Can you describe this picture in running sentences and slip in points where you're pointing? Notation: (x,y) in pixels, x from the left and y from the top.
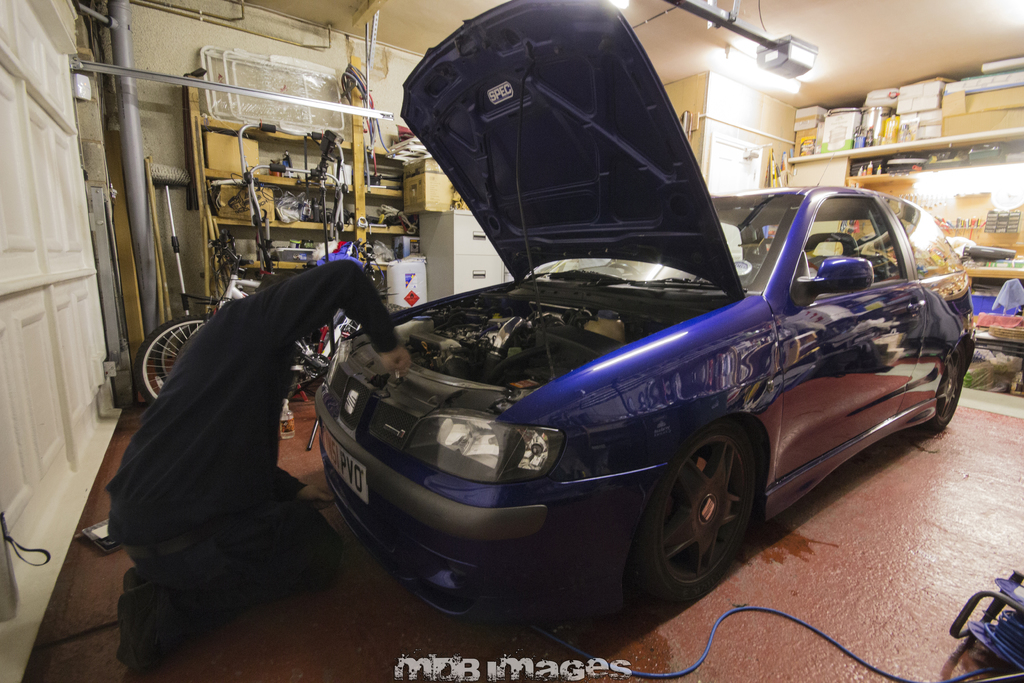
In this picture we can observe a blue color car (797,377) parked on the floor (924,491). There is a person (327,313) in front of the car (445,396), wearing black color dress (217,504) and sitting on the floor (290,618). We can observe a garage (842,88). There is a white color cupboard (464,255) here. On the right side (907,105) there are some boxes (987,109) placed in the shelf (857,151).
